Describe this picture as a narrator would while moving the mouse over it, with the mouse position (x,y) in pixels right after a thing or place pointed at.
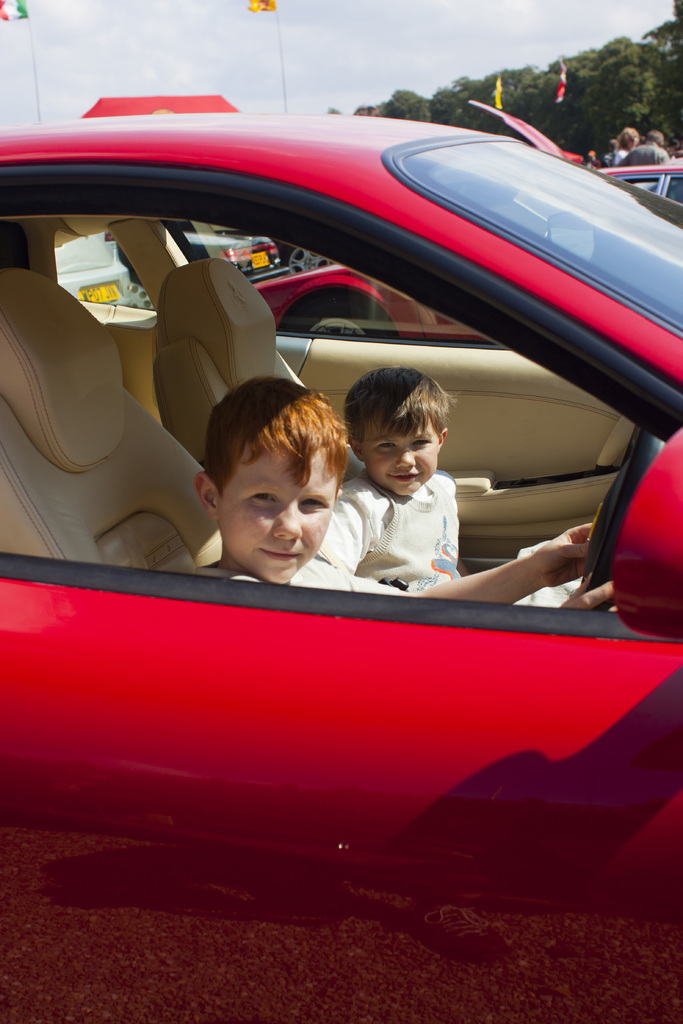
In this picture there are two kids (308,471) sitting in the seats (255,346) of a red colored car (298,184). In the background (531,105) there are some trees (494,100) and a sky (386,41) here.
